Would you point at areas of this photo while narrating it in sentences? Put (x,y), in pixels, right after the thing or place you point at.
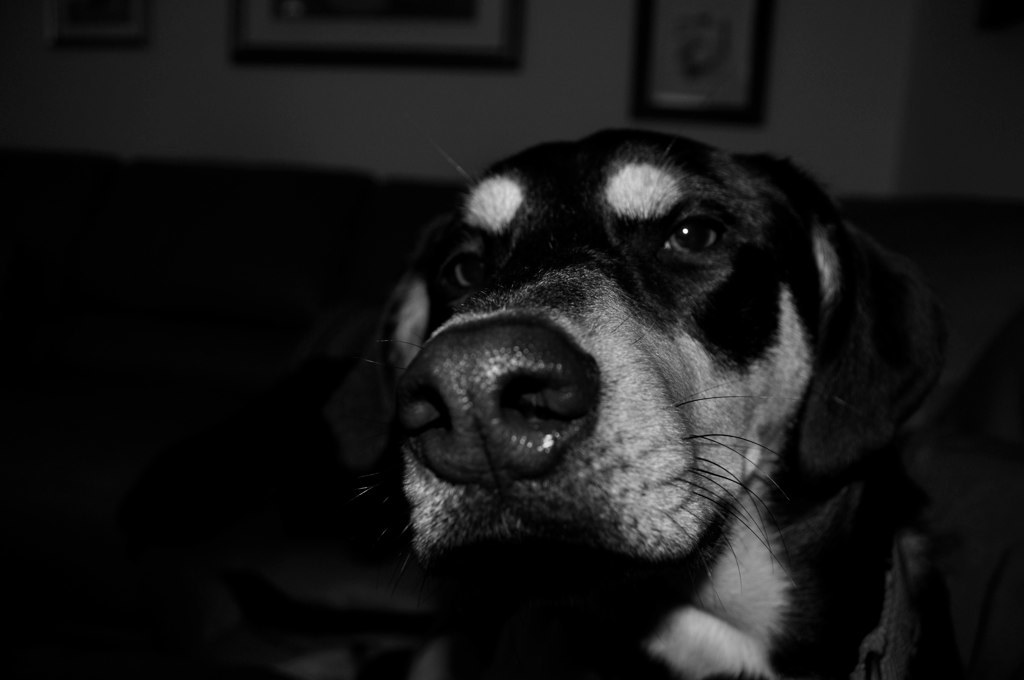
It is a black and white picture. In the center of the image (548,398) we can see one dog (635,550), which is in black and white color. In the background (133,301) there is a wall (297,114), photo frames (384,64) and a few other objects (35,392).
